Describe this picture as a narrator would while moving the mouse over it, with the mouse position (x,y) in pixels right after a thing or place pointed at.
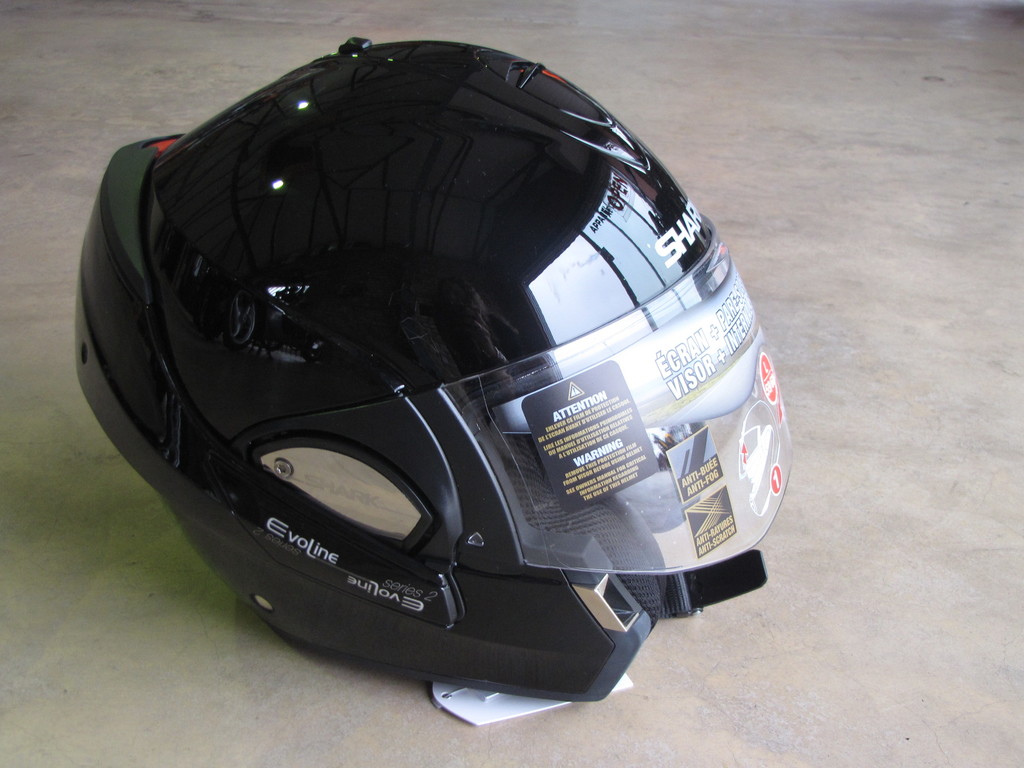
In this image we can see a helmet (462,526) on the floor (44,97).
